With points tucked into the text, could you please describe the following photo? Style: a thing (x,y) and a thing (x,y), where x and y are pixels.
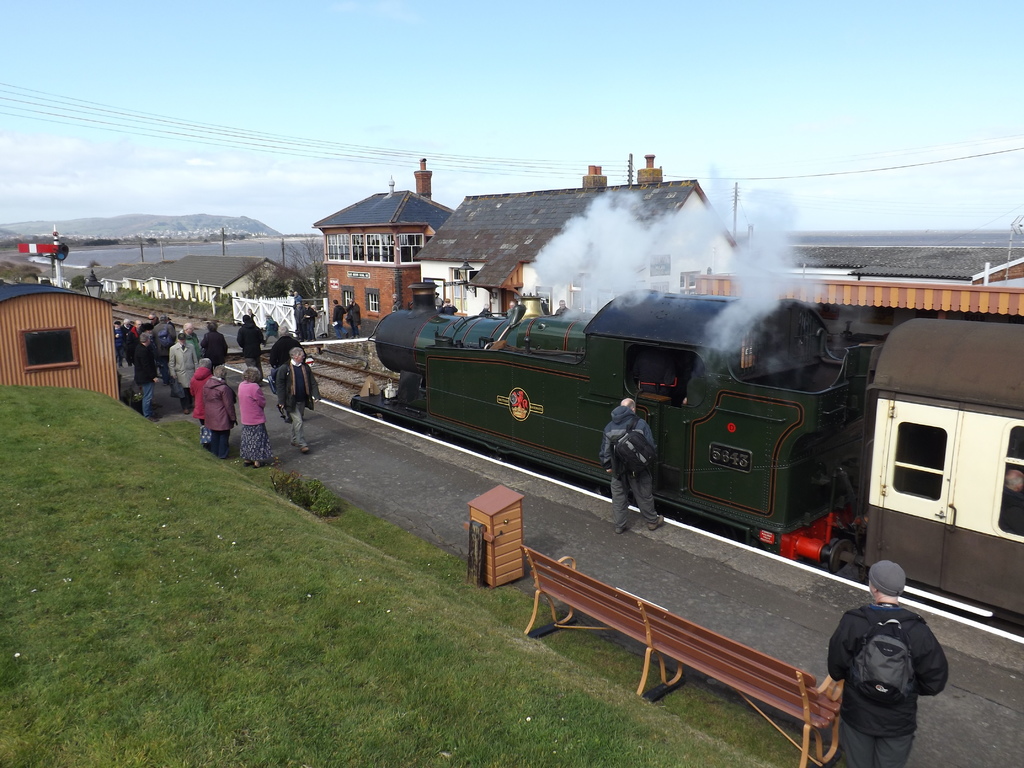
In this image we can see a train (584,400). This is the platform (479,491) where people (144,380) are standing. In the background (487,250) we can see buildings (471,231), clouds (296,184) and sky (179,159).
